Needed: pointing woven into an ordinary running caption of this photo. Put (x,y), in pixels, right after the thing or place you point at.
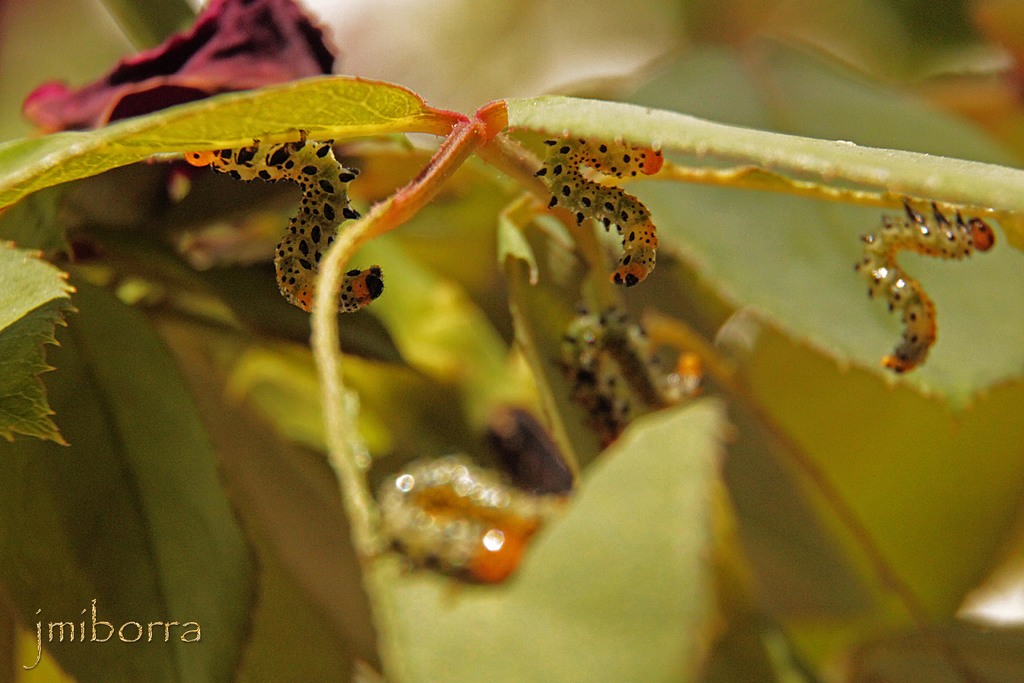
In this image there are few caterpillars (335,180) on the plant (412,254) having leaves (817,505).
